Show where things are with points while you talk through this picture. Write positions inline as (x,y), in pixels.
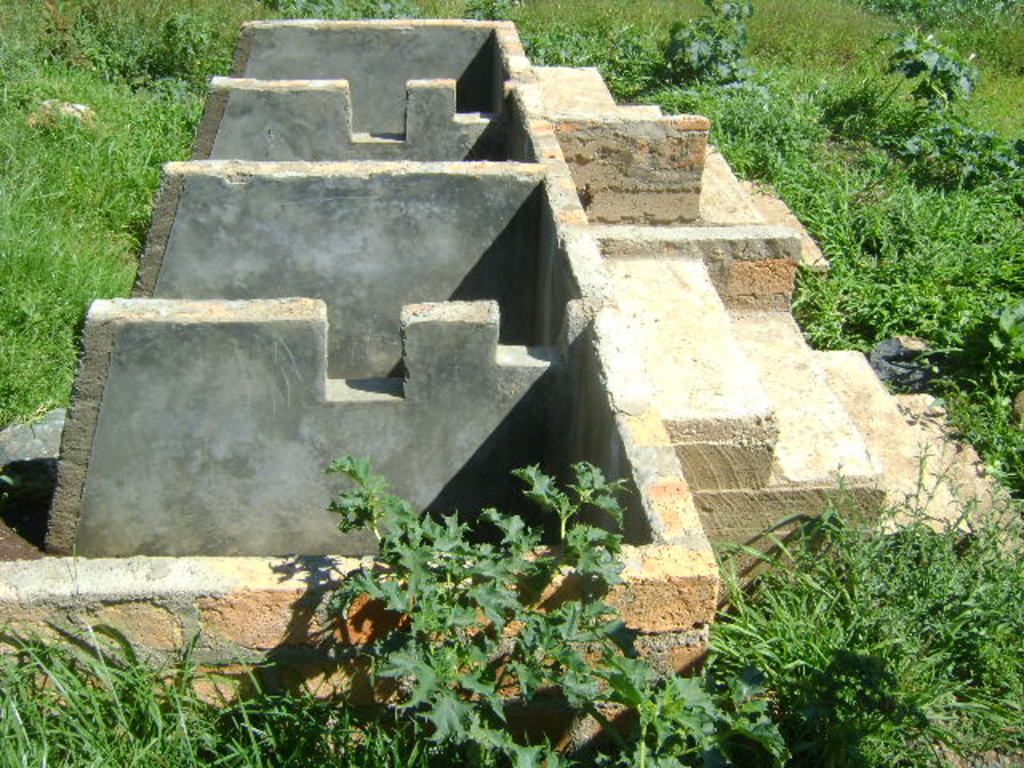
This is the construction (386,271) of something. On the sides there are brick wall (627,606). Also there are steps (642,221) for this. Around that there are grasses (141,57) and plants (629,91).
